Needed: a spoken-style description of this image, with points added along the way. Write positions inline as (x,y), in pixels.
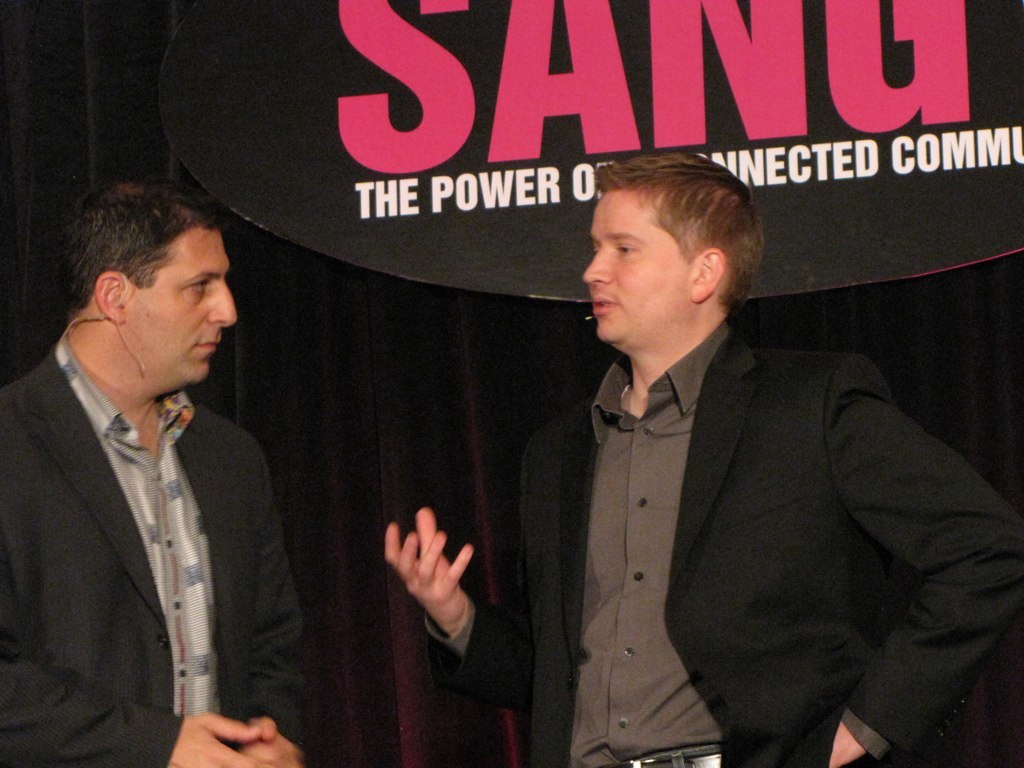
In this image we can see curtain (446,400) and men (584,472) standing on the floor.
